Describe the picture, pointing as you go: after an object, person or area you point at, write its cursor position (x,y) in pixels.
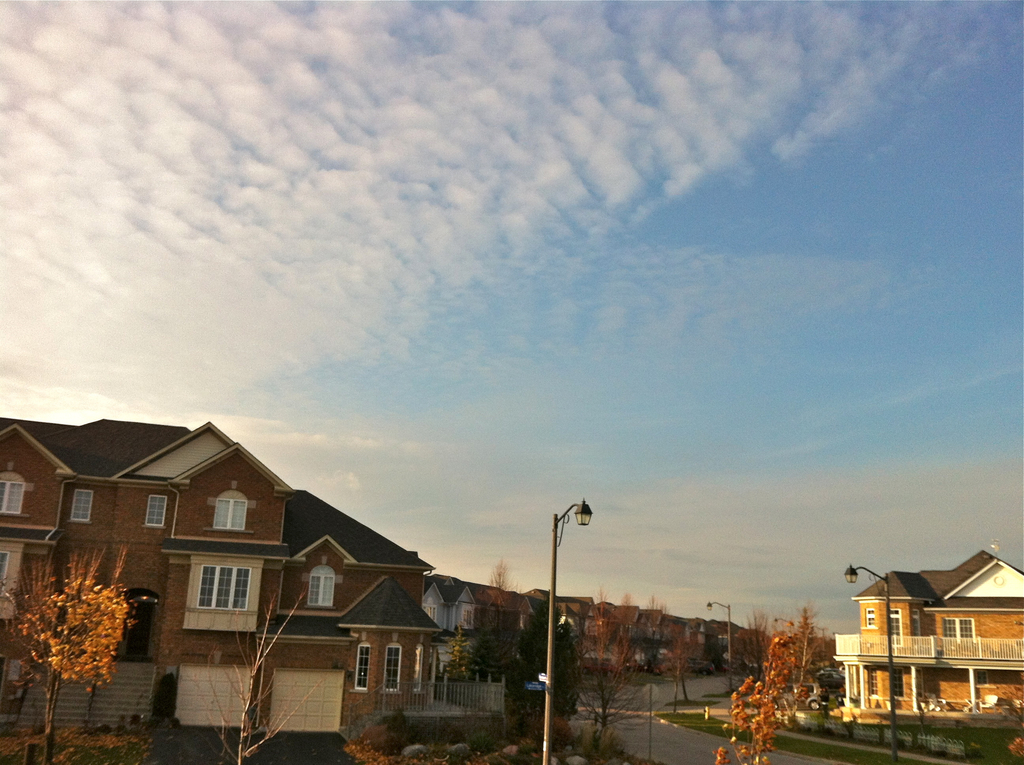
In this image we can see houses (449,628), poles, road (643,695), trees (573,688). At the top of the image (440,168) there is sky (390,234).
